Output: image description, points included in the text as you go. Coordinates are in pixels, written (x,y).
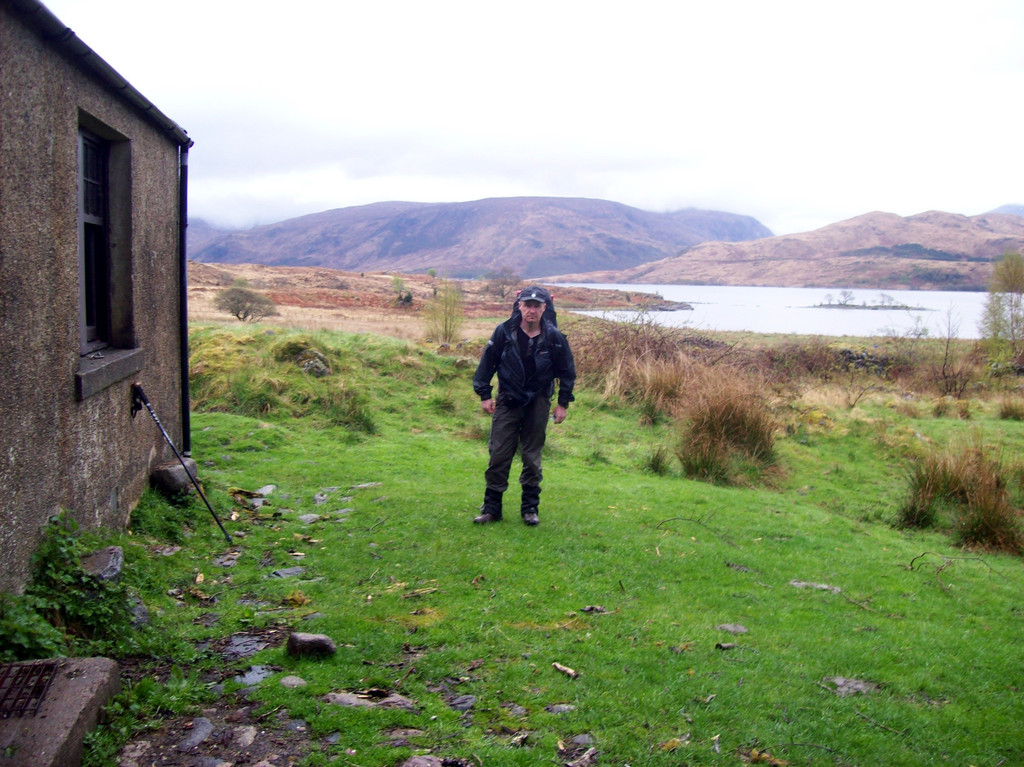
This is an outside view. Here I can see a man (515,411) wearing black color dress (528,376), standing and giving pose for the picture. At the bottom of the image (639,668) I can see the grass (465,636). On the left side (115,415) there is a house (92,433). In the background (698,326), I can see the water (767,309) and hills (585,232). On the top of the image (591,129) I can see the sky (523,162).
